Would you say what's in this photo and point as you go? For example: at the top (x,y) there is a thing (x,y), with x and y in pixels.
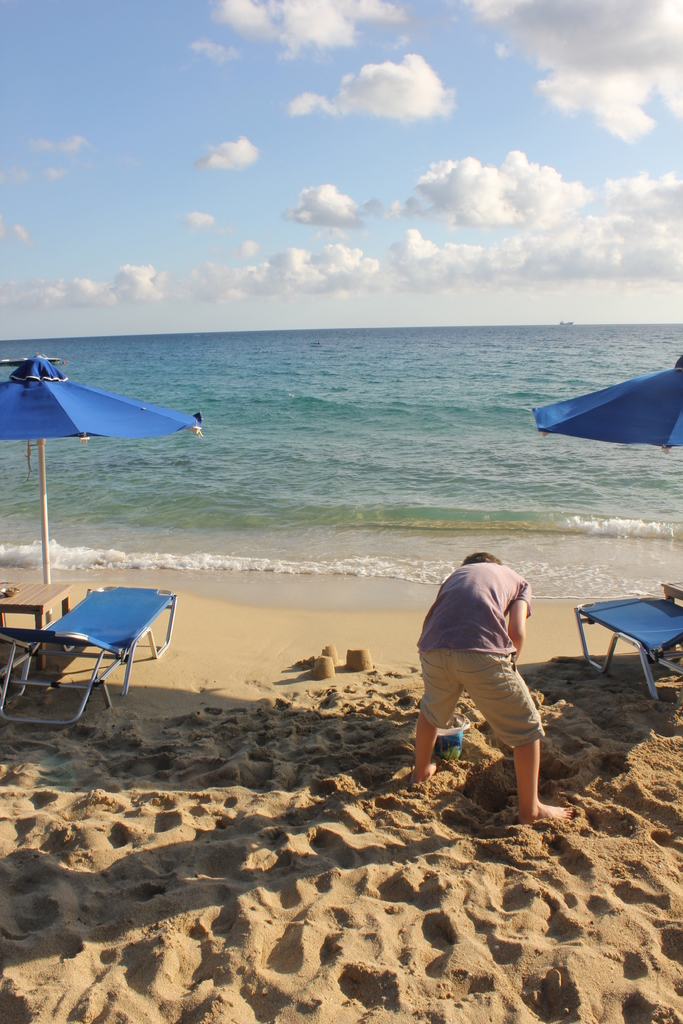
In this image I can see a person (480,697) is standing. I can also see few chairs (116,618), tables (64,585), umbrellas (48,415), water (318,429), sand (292,822) and clear view of sky (436,183).
